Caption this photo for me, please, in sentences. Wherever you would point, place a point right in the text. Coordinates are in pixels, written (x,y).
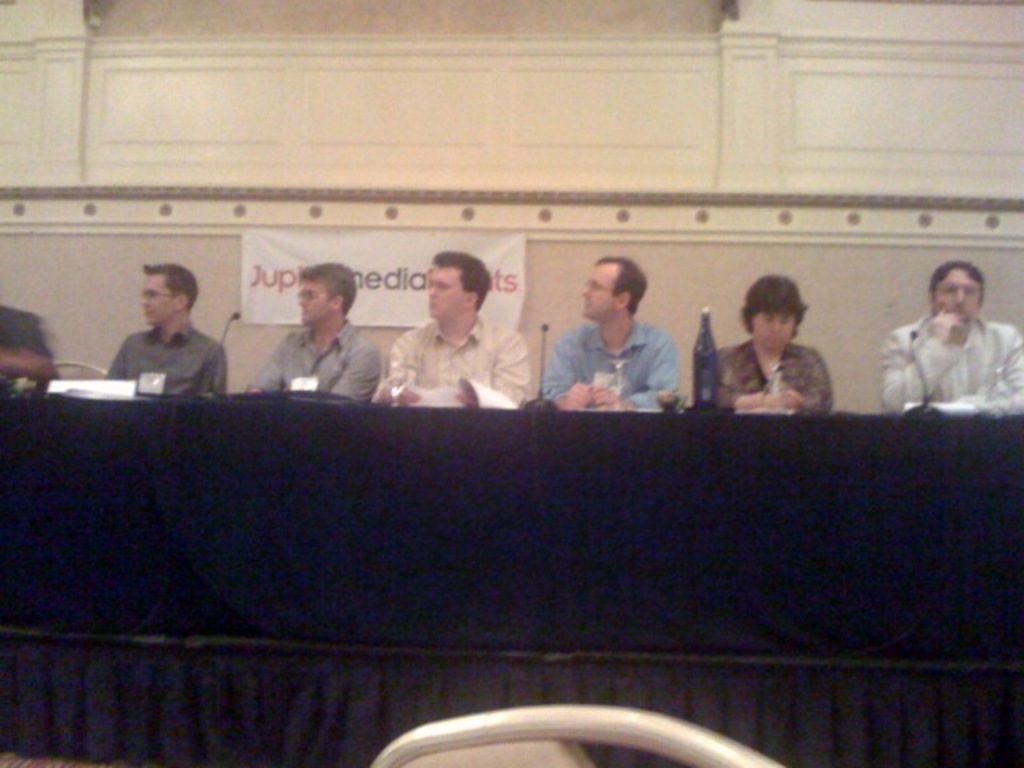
This image is taken indoors. In the background (284,102) there is a wall (722,157) and there is a banner (299,268) with a text (301,286) on it. At the bottom of the image (495,721) there is an object (563,721). In the middle of the image (342,485) there is a table (174,455) with a tablecloth (341,448) and a few things (73,390) on it. A few people (968,320) are sitting on the chairs (60,359).
